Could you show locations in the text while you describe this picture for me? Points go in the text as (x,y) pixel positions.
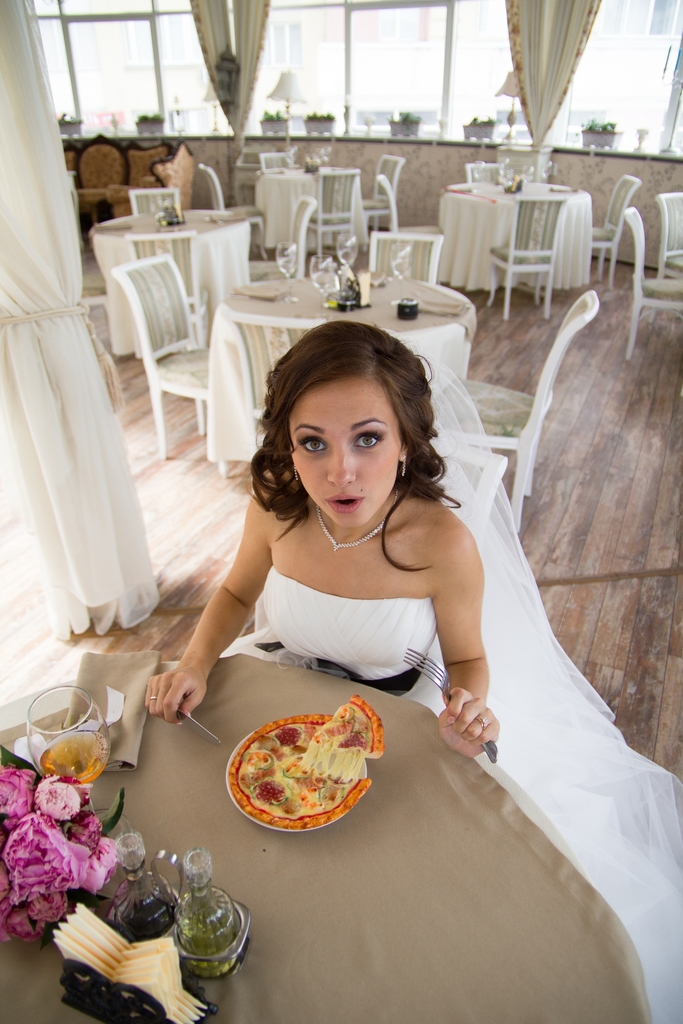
In this image i can see a lady (318,481) wear a bride dress (324,637) sitting in a chair (488,506) and holding a fork (447,691) and a knife (186,722) in her hands (173,693). In front of her there is a table (341,832) on which there are flower bouquet (75,853), wine glass (64,771), bottles (133,838) and a pizza (283,797). on the background (226,384) i can see few empty chairs (266,332) and tables (469,281), curtains (528,84), windows (369,74) and a lamp (292,90).
